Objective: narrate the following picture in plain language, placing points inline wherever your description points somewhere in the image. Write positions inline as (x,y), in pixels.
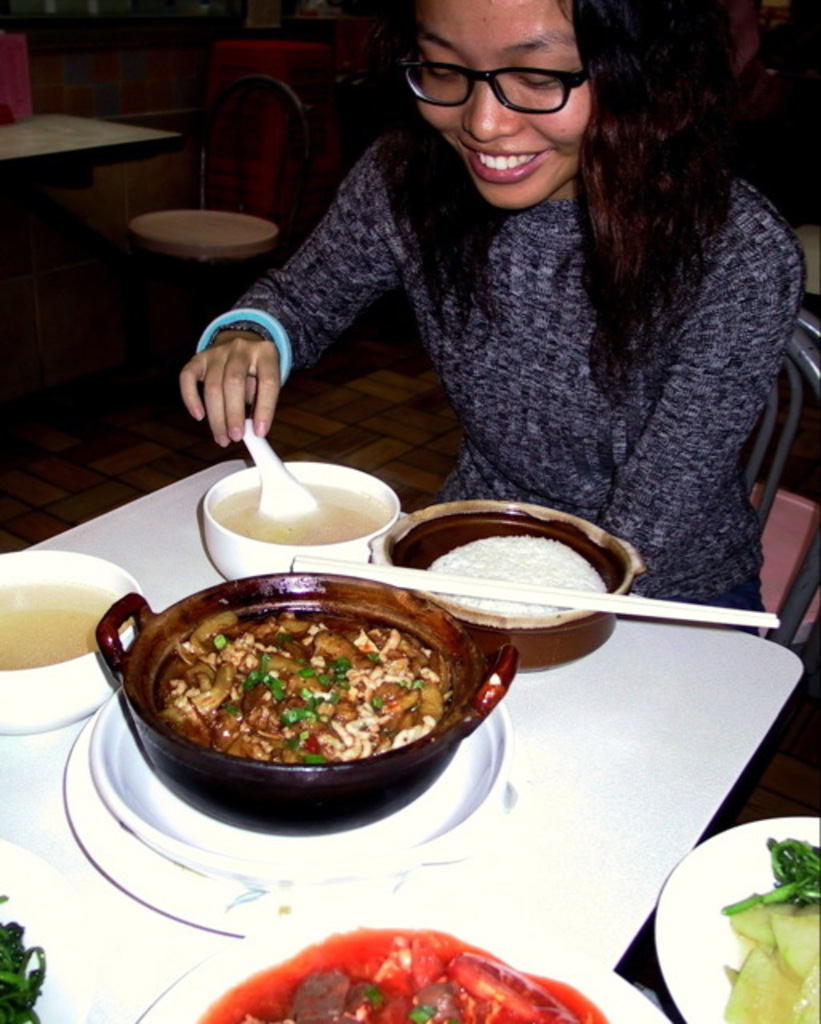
In this image we can see a person (649,308) sitting on the chair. There is some food (425,702) in the plates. There is some soup (88,643) in the bowls (124,632). There are few tables (581,943) and chairs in the image.
